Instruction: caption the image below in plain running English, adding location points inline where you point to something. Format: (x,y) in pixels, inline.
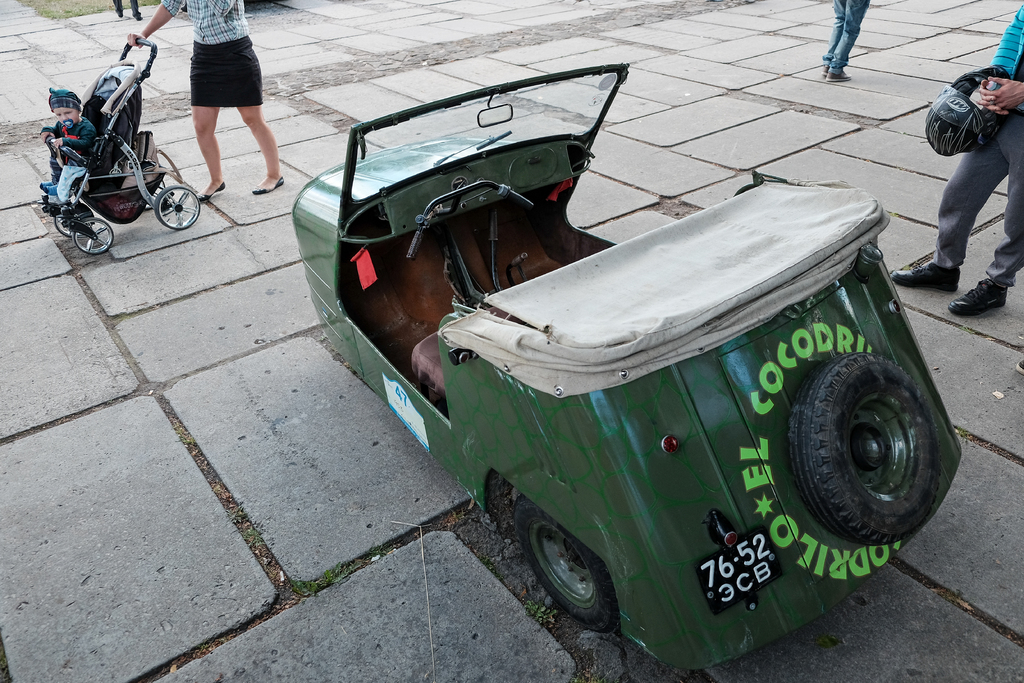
Here in this picture we can see a vehicle (391,304) present on the ground (274,321) over there and in front of it we can see a woman (216,76) with a baby stroller (105,183) in front of her and we can see a baby (85,125) in it and we can also see other people (859,26) standing and walking all over the place over there and we can see a person (1012,59) holding helmet (989,70) in his hand (991,88) on right side (985,114) over there.
